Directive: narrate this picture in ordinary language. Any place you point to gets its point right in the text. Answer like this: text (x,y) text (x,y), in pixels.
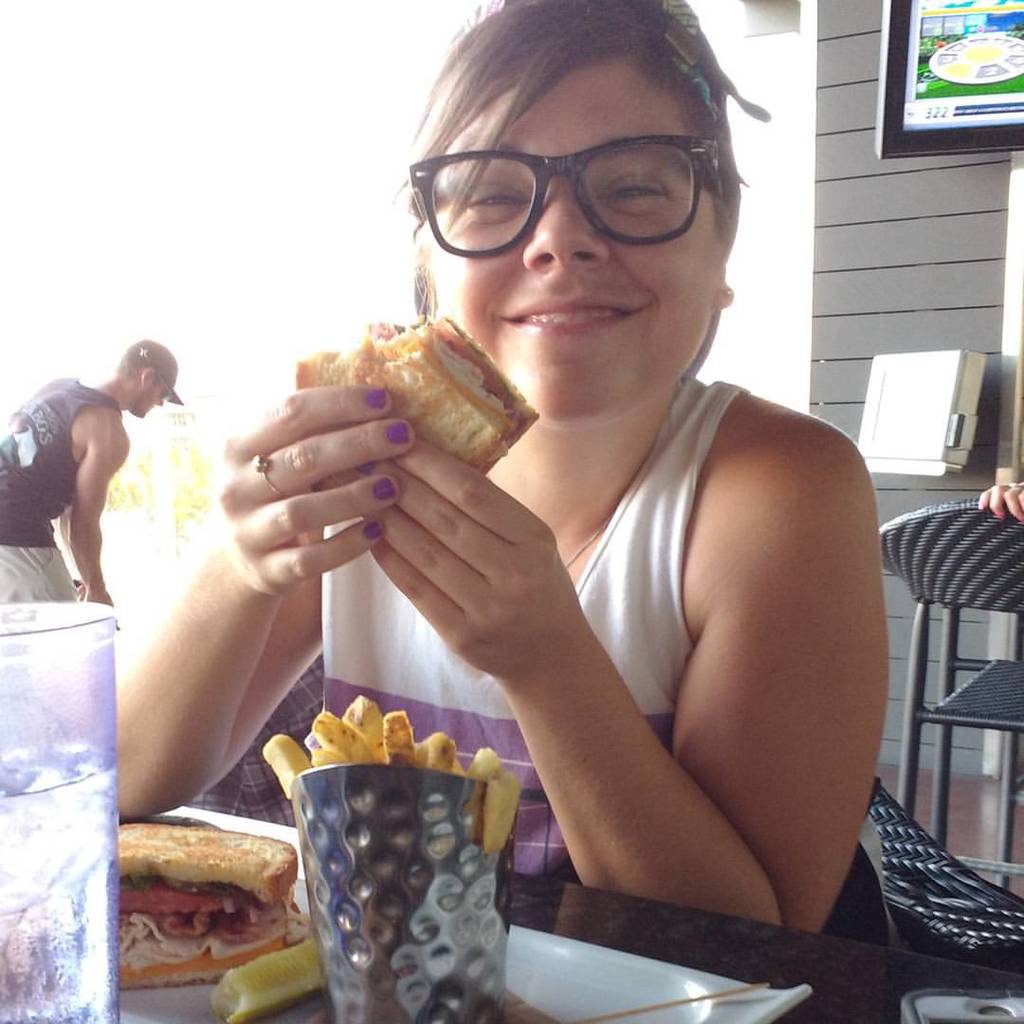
In the center of the image (573,582) we can see a lady (663,659) is sitting on a chair (988,901) and smiling and holding a food (509,373) and wearing a dress (486,712), spectacles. In-front of her we can see a table (631,908). On the table (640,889) we can see a plate (566,988) which contains food items (307,961), a glass of water (103,964). In the background of the image (993,71) we can see the wall (987,458), stool (972,523), screen (919,48), box (921,424), trees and a person (91,561) is bending and holding an object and wearing a cap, dress (68,473).
